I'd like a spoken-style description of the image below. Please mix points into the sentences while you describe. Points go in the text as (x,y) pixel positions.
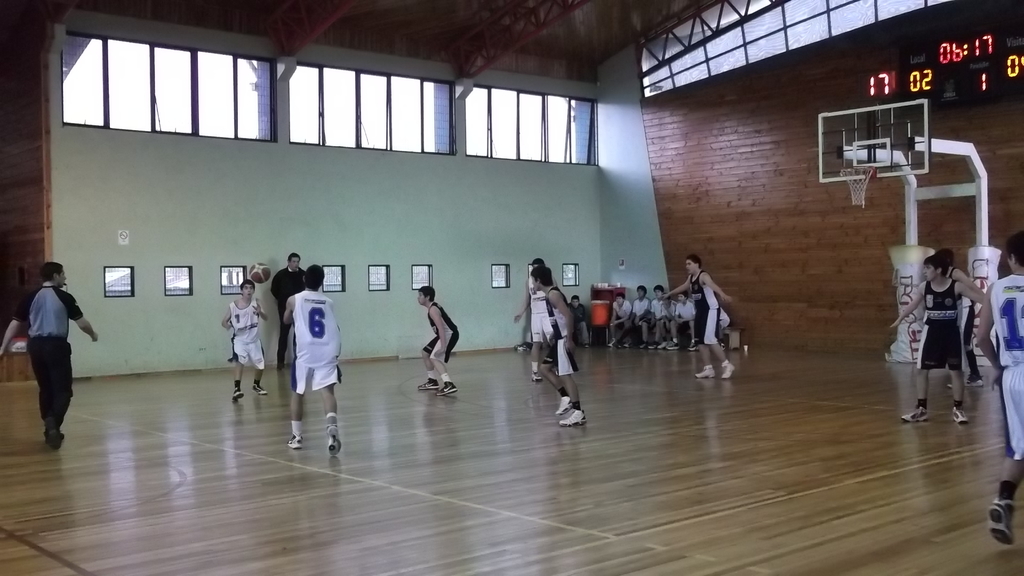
This picture shows few boys (255,304) playing basketball in the basketball court (782,383) and we see a man (289,268) standing and watching and we see a man (55,357) walking looks like an umpire (60,307) and we see few boys (630,326) seated on the chairs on the side.
